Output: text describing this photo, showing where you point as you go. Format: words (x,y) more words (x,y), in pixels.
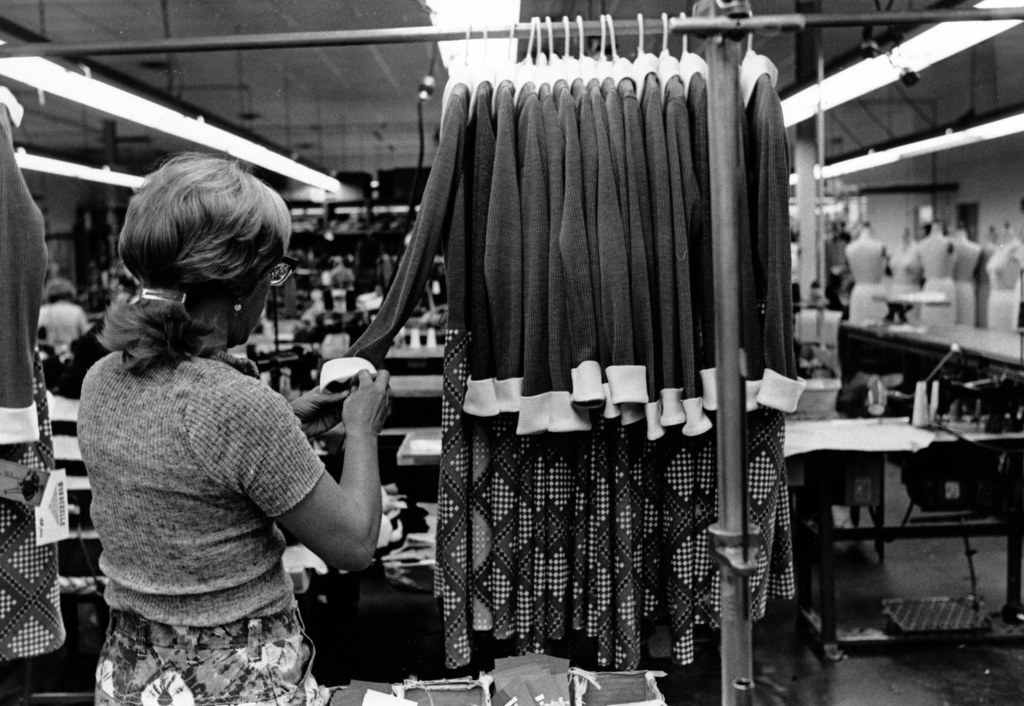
This picture shows a women (195,399) holding a cloth (366,369) in her hands (305,400) and we see few clothes (571,197) to the hangers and few machines (884,392) and few mannequins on the side.
